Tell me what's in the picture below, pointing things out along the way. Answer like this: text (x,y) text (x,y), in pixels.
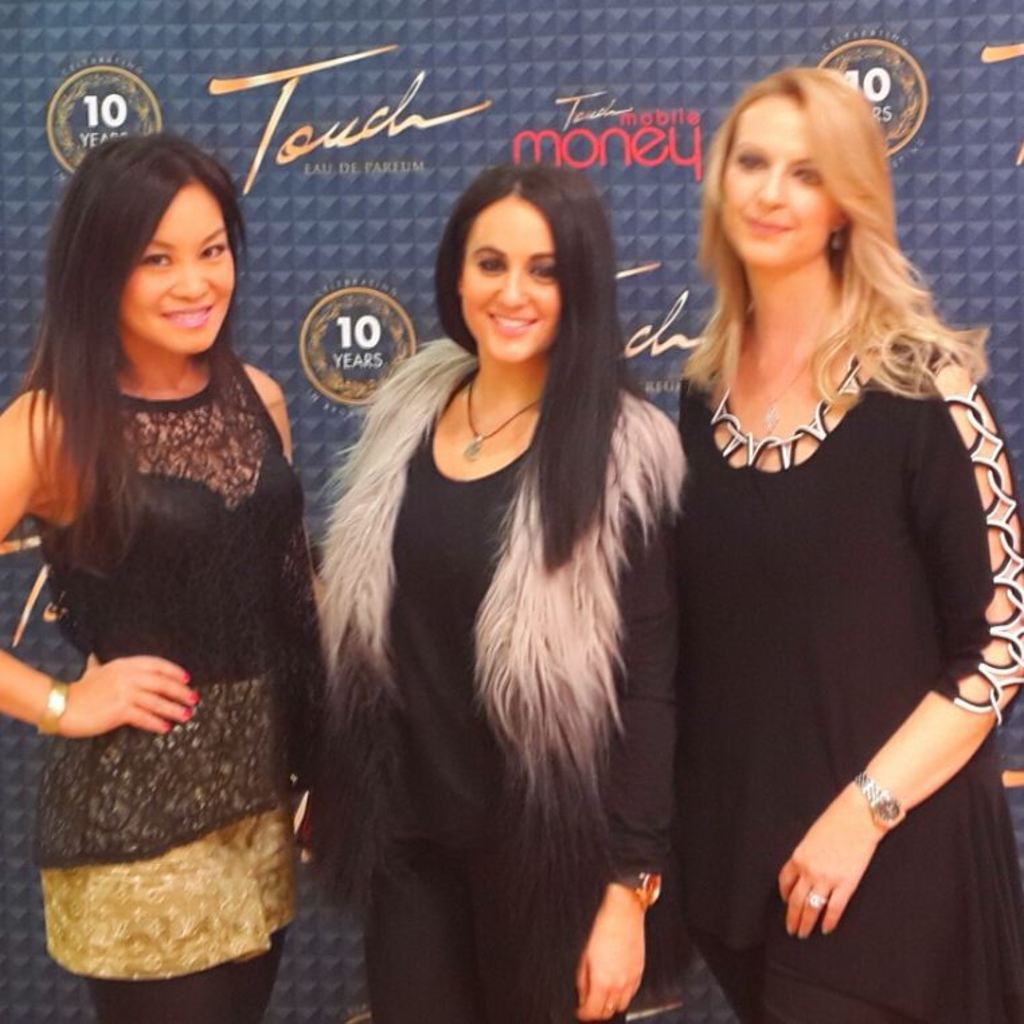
The picture consists of three women (879,669) wearing black dress (829,581). In the background (247,297) there is a banner (271,150).
